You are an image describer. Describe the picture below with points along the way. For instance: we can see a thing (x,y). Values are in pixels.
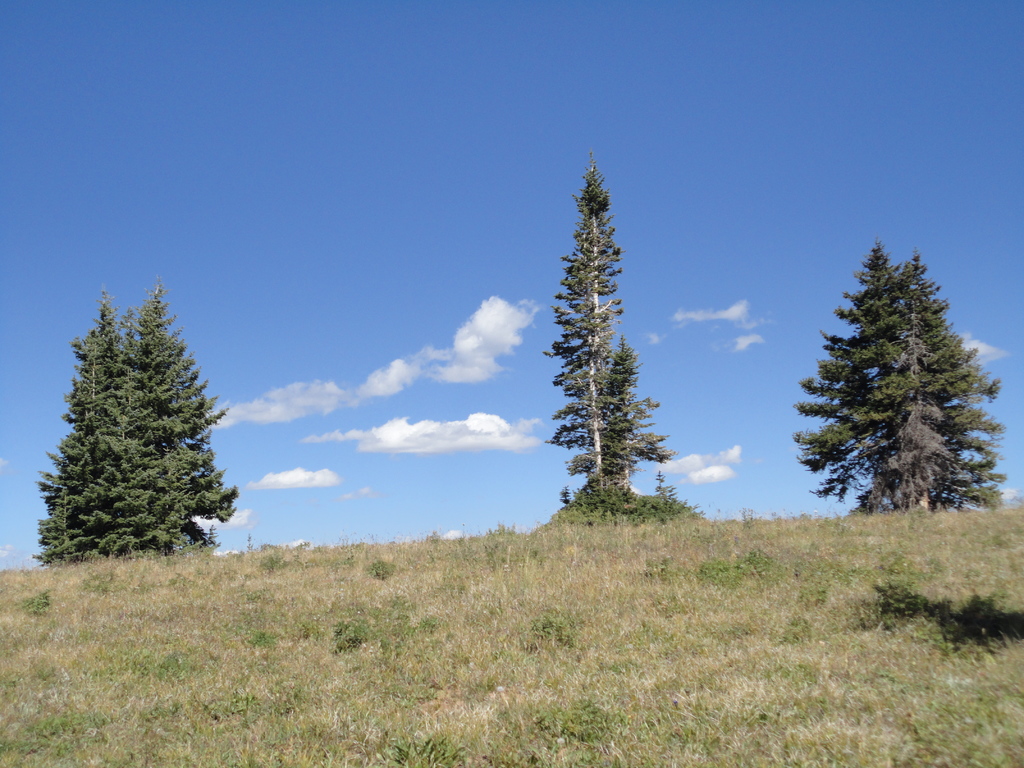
In this image, we can see trees (129,526), plants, grass (403,674). Background (12,464) there is a sky (668,399).
